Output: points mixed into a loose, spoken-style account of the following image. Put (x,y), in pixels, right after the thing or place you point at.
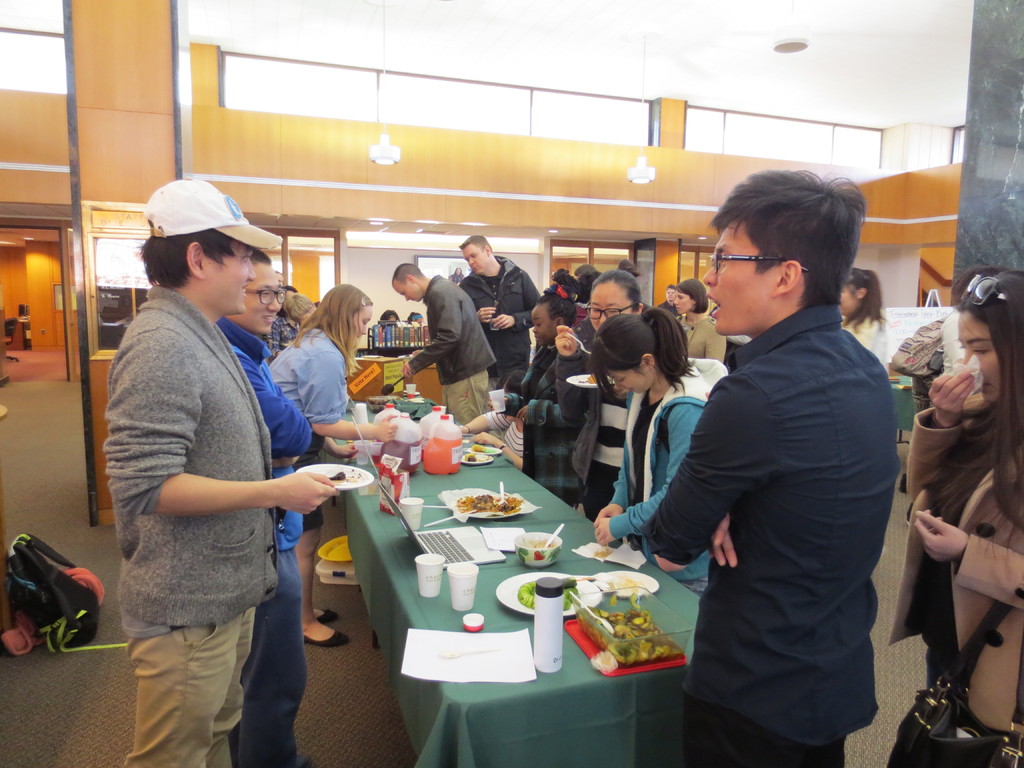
There is a group of people (831,657) standing and they are having a food (491,447).
